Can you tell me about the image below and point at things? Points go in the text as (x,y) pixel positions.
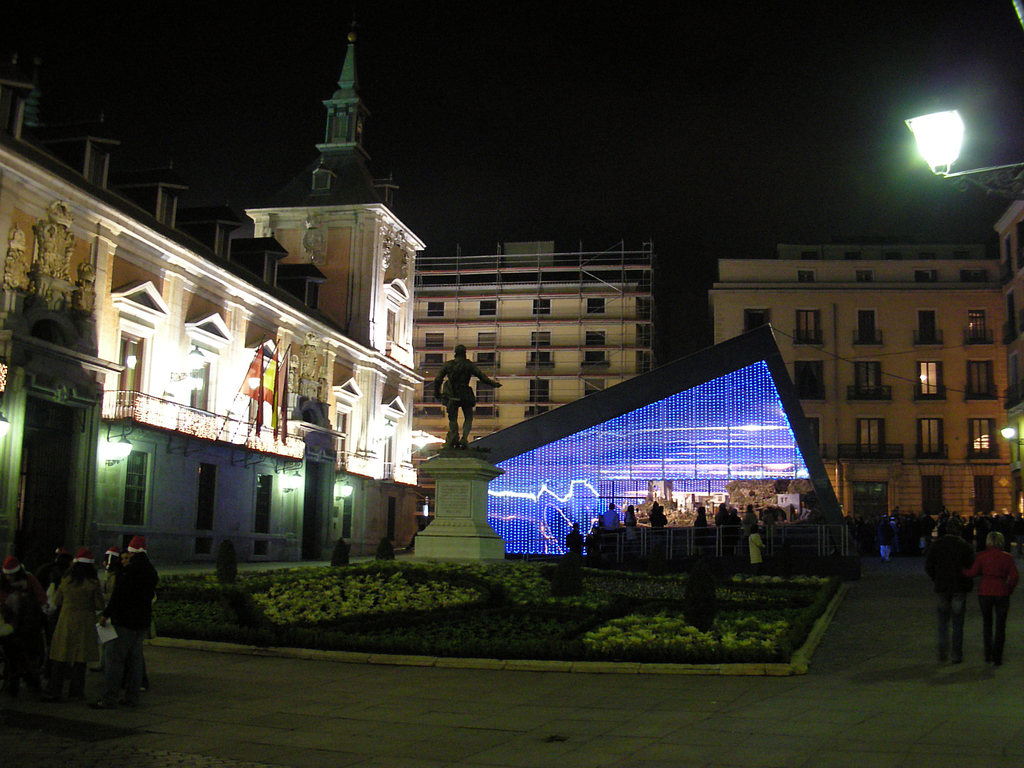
In the picture I can see few flowers (548,596) and there is a statue (478,450) in between it and there are few persons (659,507) standing in front of a decorated building (681,460) and there are few other buildings (638,361) and some other objects (669,495) in the background (861,413).
